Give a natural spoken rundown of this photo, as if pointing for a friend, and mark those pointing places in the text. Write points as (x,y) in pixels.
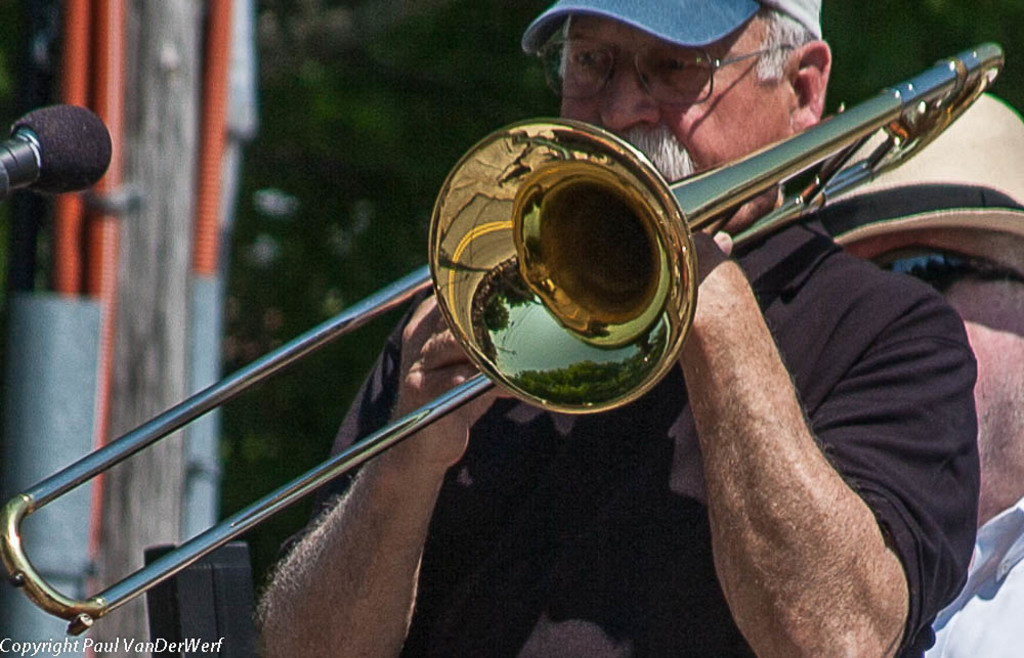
This image is taken outdoors. In the background (355,182) there is a tree (258,150). On the left side of the image (169,15) there is a pole (133,187) and there is a mic (79,170). On the right side of the image (942,325) there are two men (999,550) and a man (699,449) is holding a trombone (473,322) in his hands (449,371) and playing music.
